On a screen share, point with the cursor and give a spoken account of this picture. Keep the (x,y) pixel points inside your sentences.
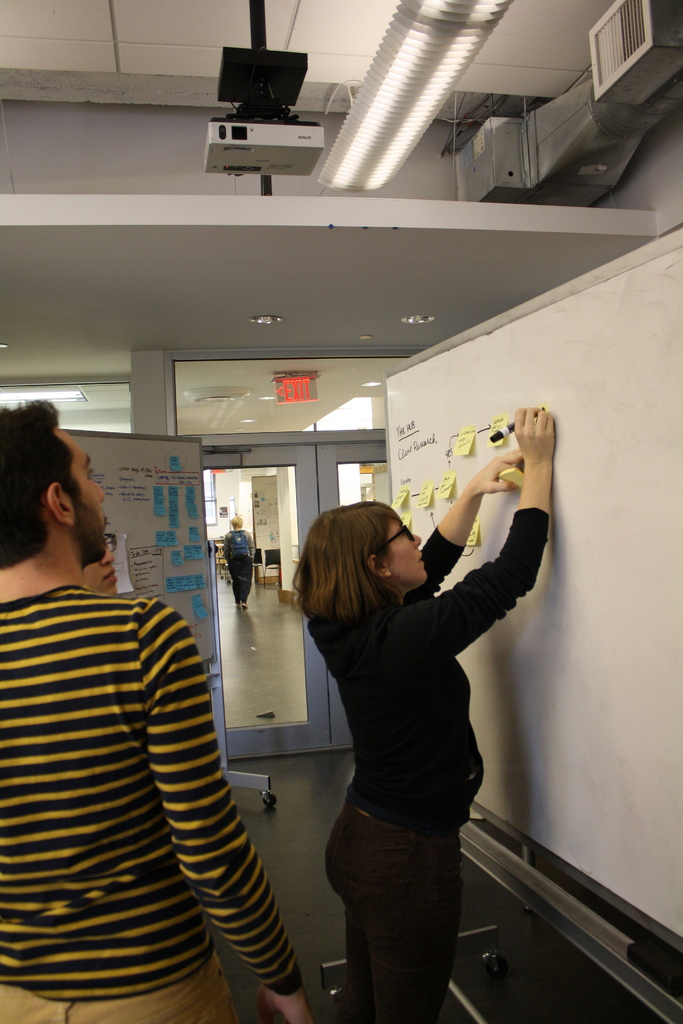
In this image there is a hall (295,576), in that hall (284,573) there are three persons (68,789) standing and a person (399,557) is writing on a white board (409,400), at the top (193,285) there is a ceiling (180,19) and light (389,144), in the background (306,739) there is a glass door (220,545).
